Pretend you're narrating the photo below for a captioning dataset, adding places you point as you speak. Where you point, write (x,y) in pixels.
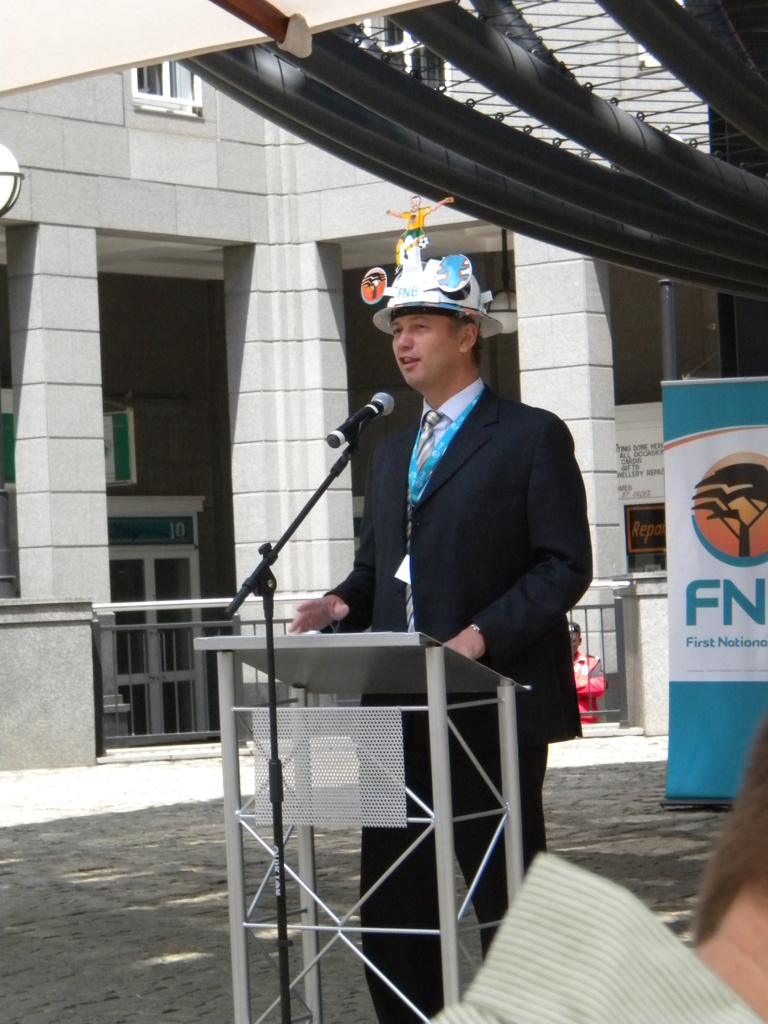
In the middle of this image (418,447) there is a man (482,502) wearing a suit (482,502), hat (436,295) on the head (418,328), standing in front of the podium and speaking on the mike (351,430). In the bottom right (663,972) there is a person (682,974). On the right side (698,568) there is a banner (708,562) on which I can see some text (709,596). In the background (32,464) there is a building (283,212) and also there is a railing (188,736).
